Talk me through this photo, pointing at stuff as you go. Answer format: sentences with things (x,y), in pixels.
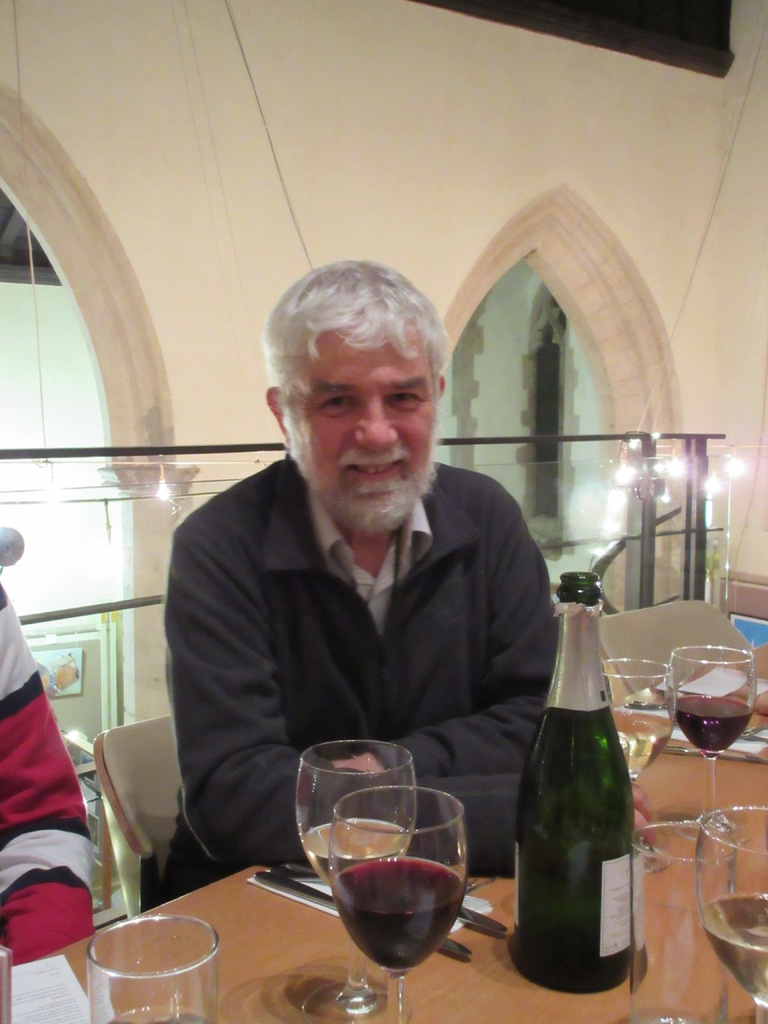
In this image there is a person (332,666) wearing black color suit (378,670) sitting on the chair (113,799) and in front of him there is a bottle (581,615) and some glasses (355,850), spoons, forks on the table (253,940) and at the background of the image (288,150) there is a wall (401,142).
